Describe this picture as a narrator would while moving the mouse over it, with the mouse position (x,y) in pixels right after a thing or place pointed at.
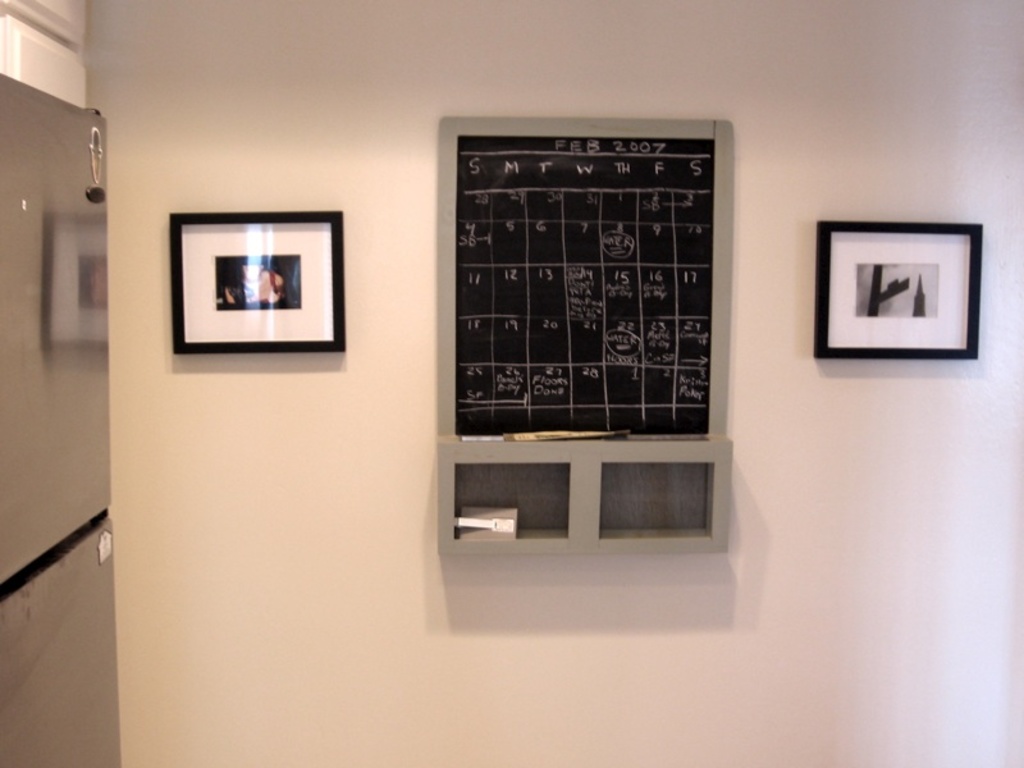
This image is taken indoors. In the background (345,491) there is a wall (846,553) with two picture frames (299,298) on it and there is a board (639,291) with a text (553,327) on the wall (772,135). There are two shelves (547,503). On the left side of the image (32,582) there is a refrigerator (40,343).
